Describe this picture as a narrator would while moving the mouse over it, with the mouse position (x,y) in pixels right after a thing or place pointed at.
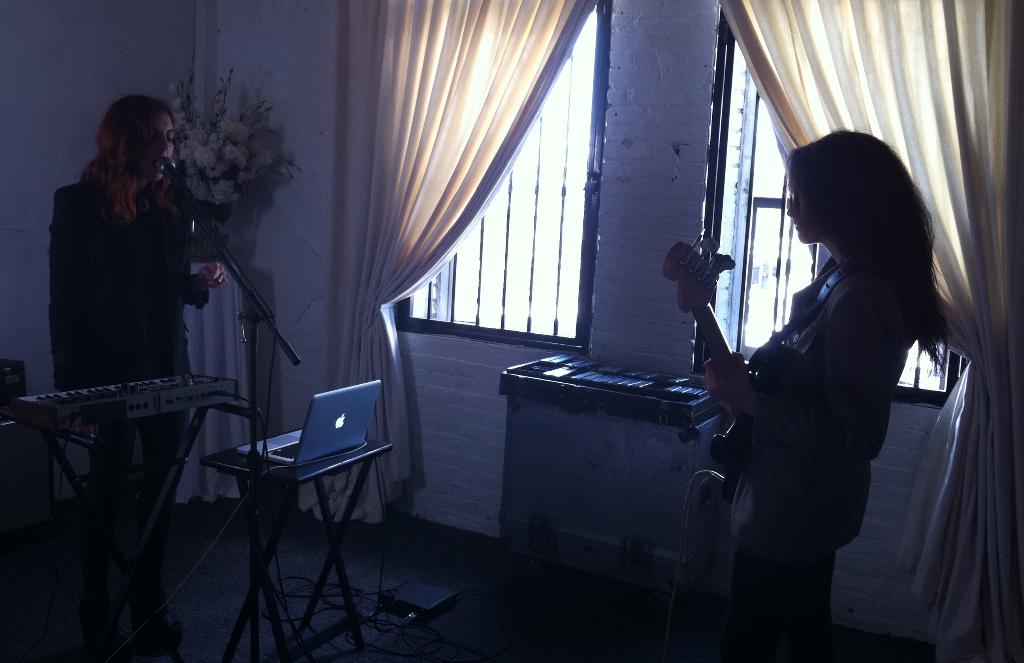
This image consist of two women (86,351). To the left (132,263), the woman (130,269) is singing and playing keyboard (139,395). To the right (760,470), the woman (847,432) is playing guitar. In the middle (356,422), there is a table (321,579) on which a laptop (311,453) is kept. In the background (298,204), there is a wall (288,103) to which there are windows (586,190) along with curtains (423,137). At the bottom (453,623), there is a floor (490,616).
